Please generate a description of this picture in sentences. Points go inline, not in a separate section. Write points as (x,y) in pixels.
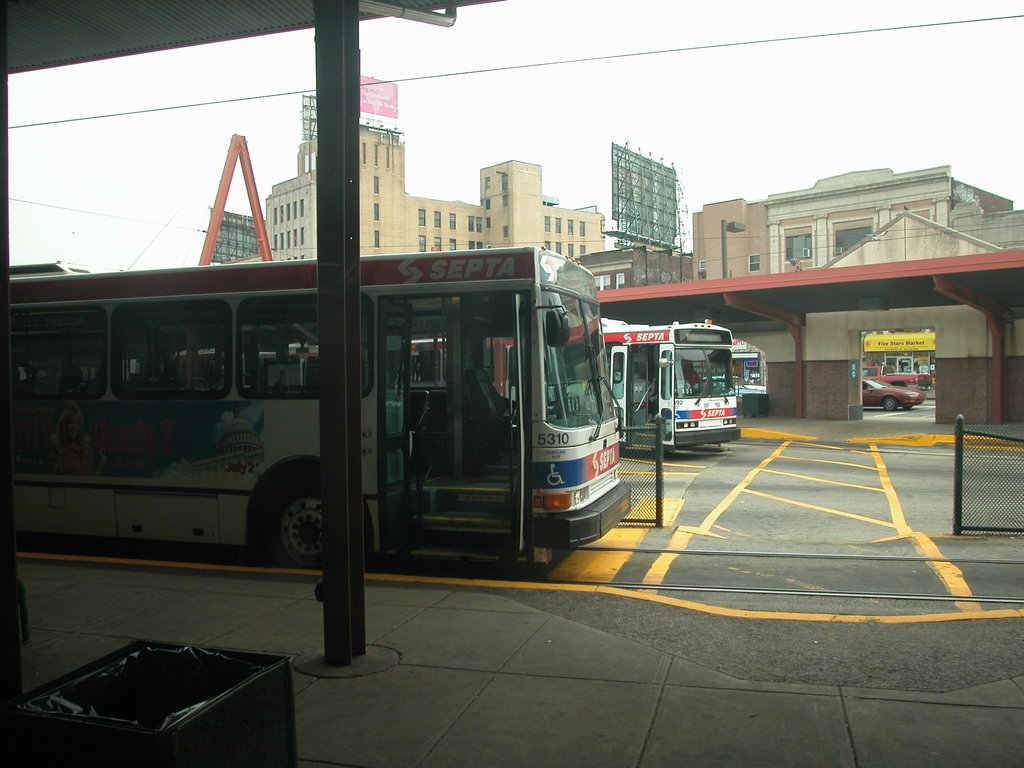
In this picture we can see a place (436,749) where we have some buses (618,334) and to the side we can see some sheds (326,664), behind we can see some buildings (374,239).
